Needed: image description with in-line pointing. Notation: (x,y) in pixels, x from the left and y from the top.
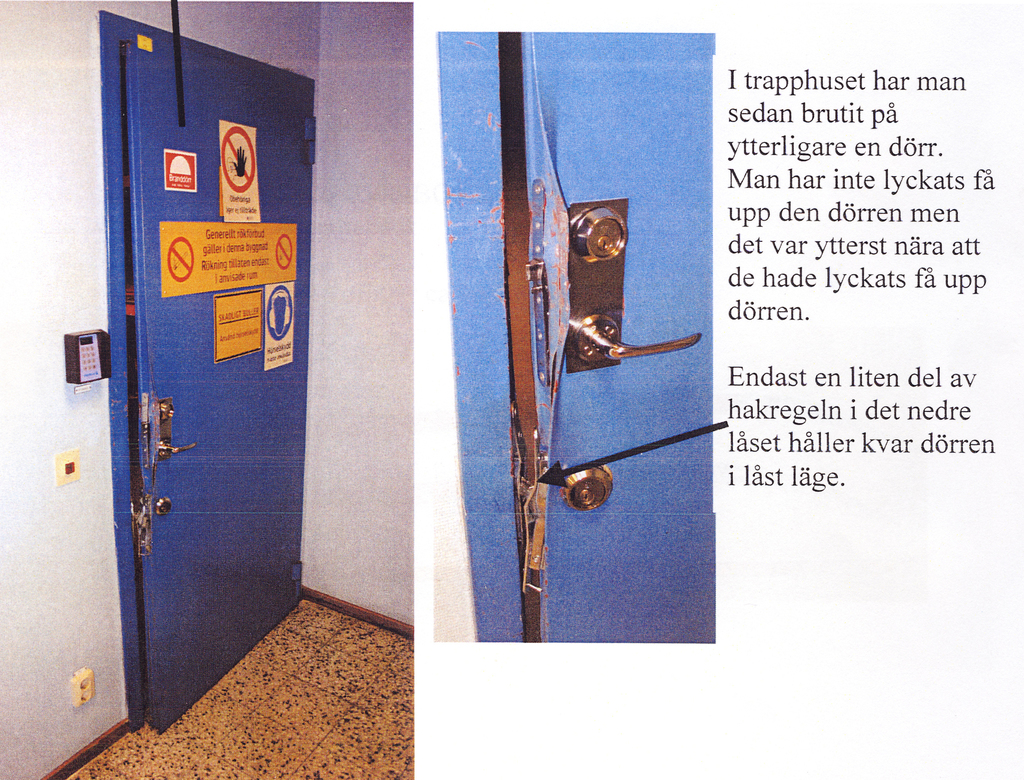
In this image, we can see two pictures (481,312) and some information (868,190). In these pictures (579,395), we can see doors (579,395) and handles (594,338). On the left side of the image (241,285), we can see some posters (236,265), wall (355,473) and few objects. Here there is a floor (275,731).
